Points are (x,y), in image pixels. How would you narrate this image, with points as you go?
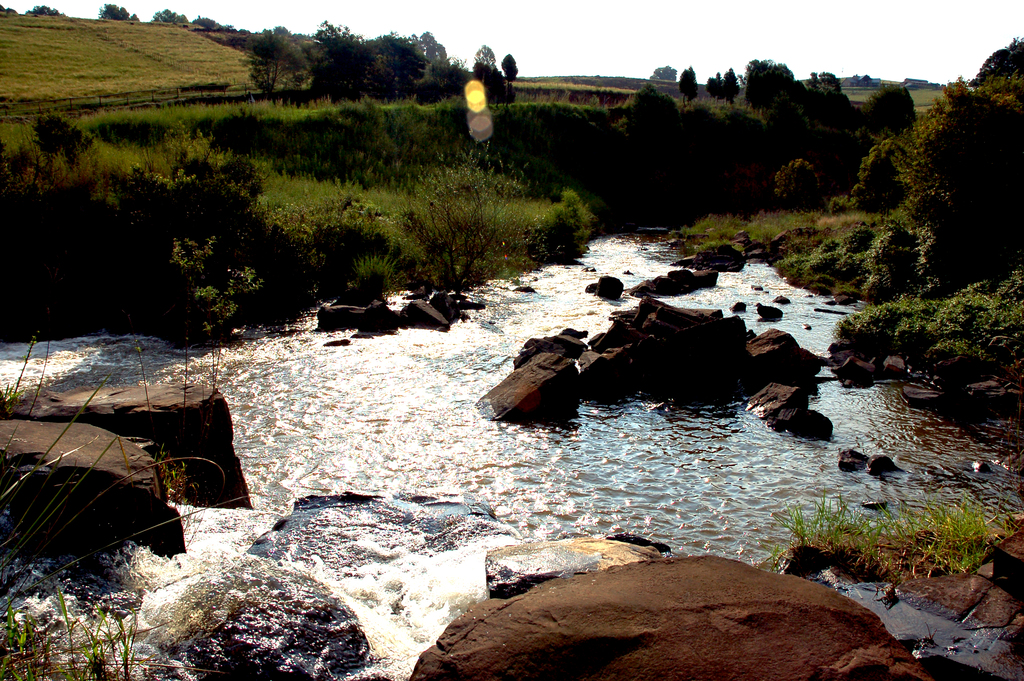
In this image on the foreground (415,533) there is water body (353,452). On it there are stones (674,390). In the background (485,157) there are trees (414,76), plants (339,169) and grasses (167,164).
